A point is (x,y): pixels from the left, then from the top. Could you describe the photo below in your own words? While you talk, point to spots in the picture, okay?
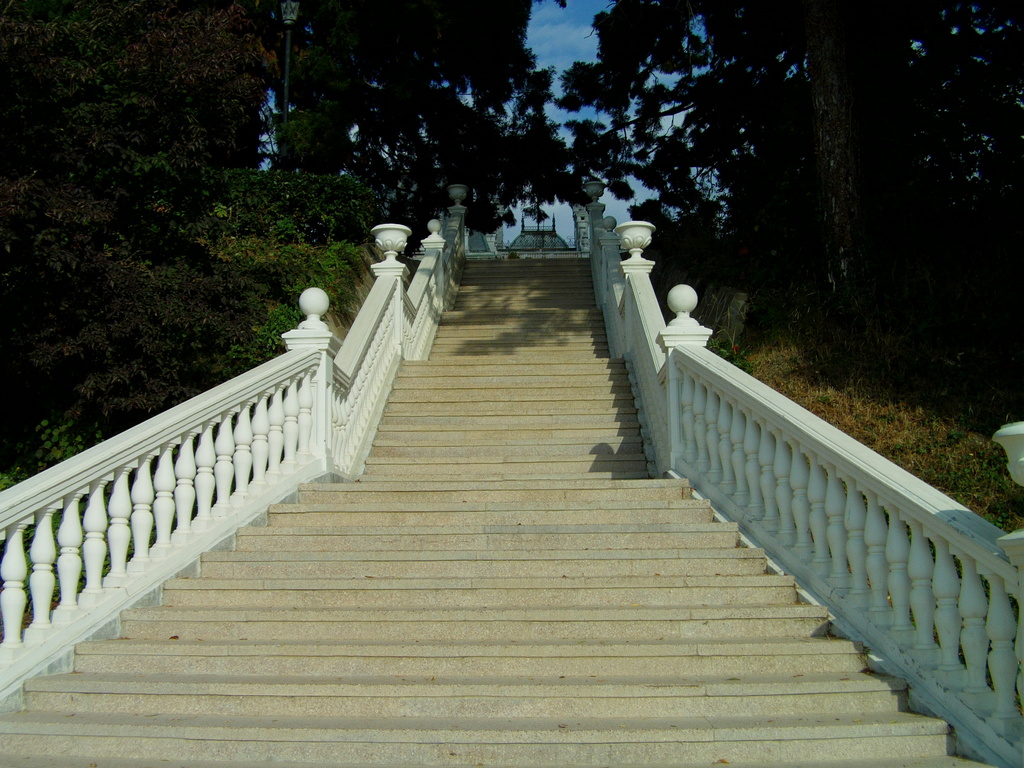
In the image there are stairs (468,416) and around the stairs (543,275) there are railings (634,322), plants (160,299) and grass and trees (183,179).
